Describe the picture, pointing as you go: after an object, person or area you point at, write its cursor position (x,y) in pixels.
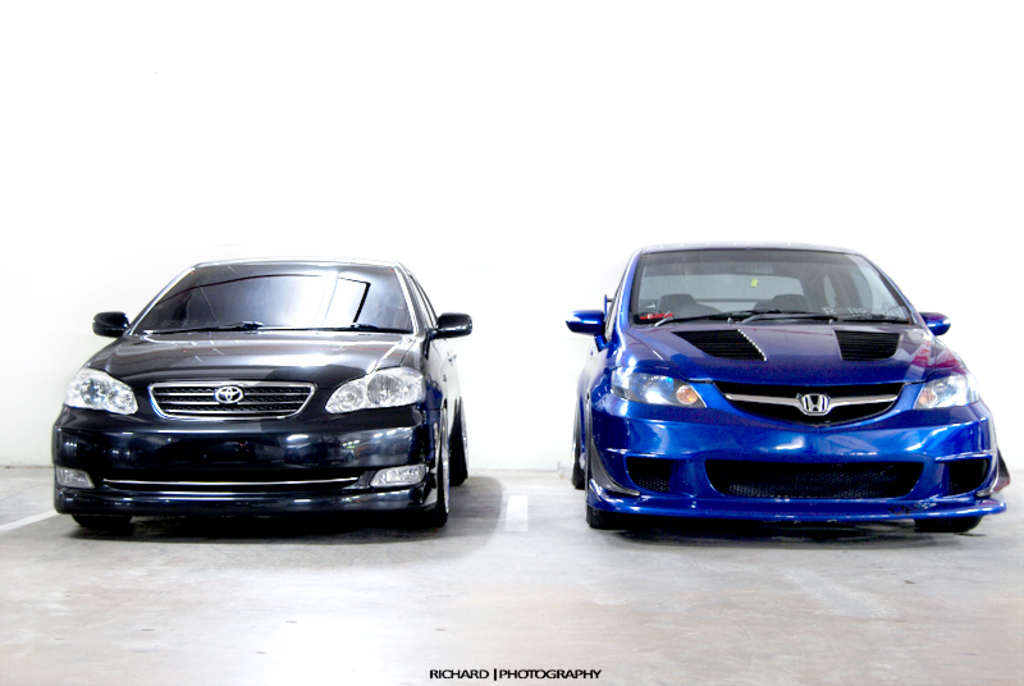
In this image I can see two cars (299,280) where the colour of the left one (376,266) is black and the colour of the right one is blue. On the bottom side of this image (526,675) I can see a watermark (460,679) and in the background (678,129) I can see white colour.
